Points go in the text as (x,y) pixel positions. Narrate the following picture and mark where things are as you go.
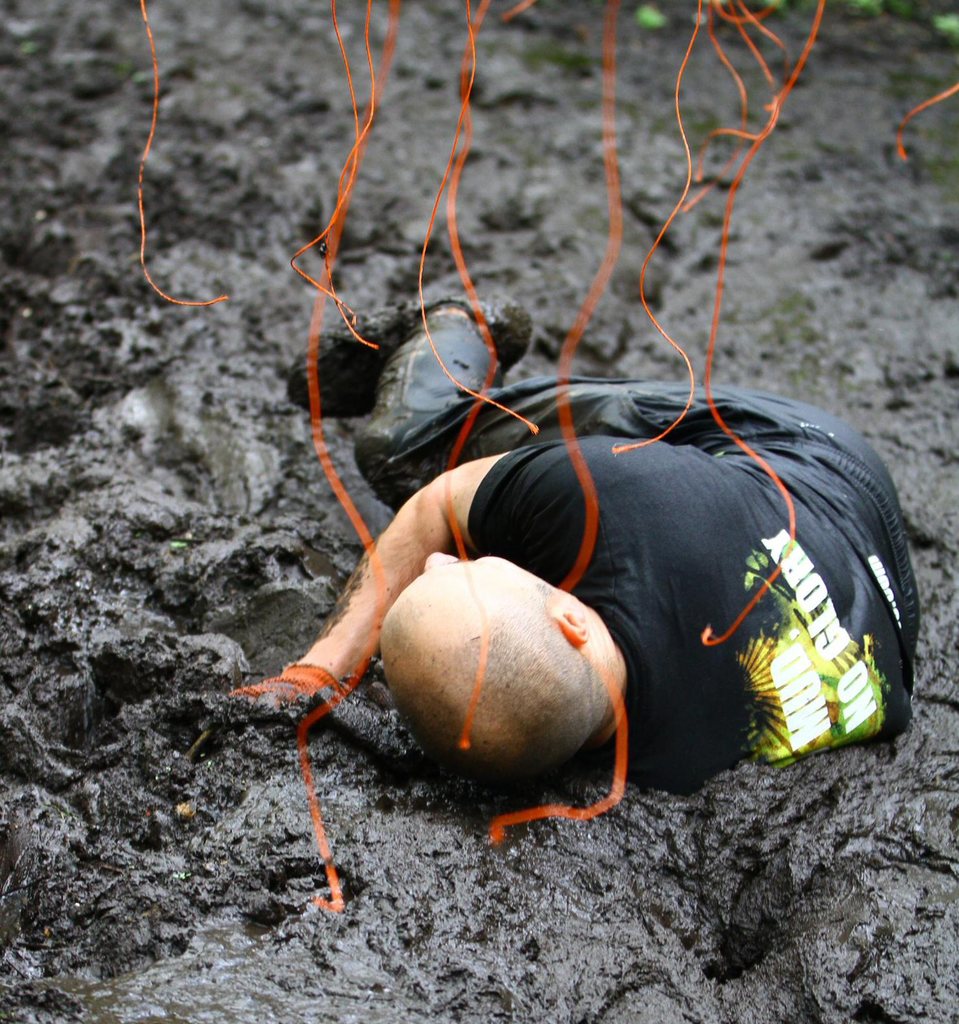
In this picture there is a person (592,402) in mud (636,924). At the top (483,5) there are orange ribbons (451,150).
